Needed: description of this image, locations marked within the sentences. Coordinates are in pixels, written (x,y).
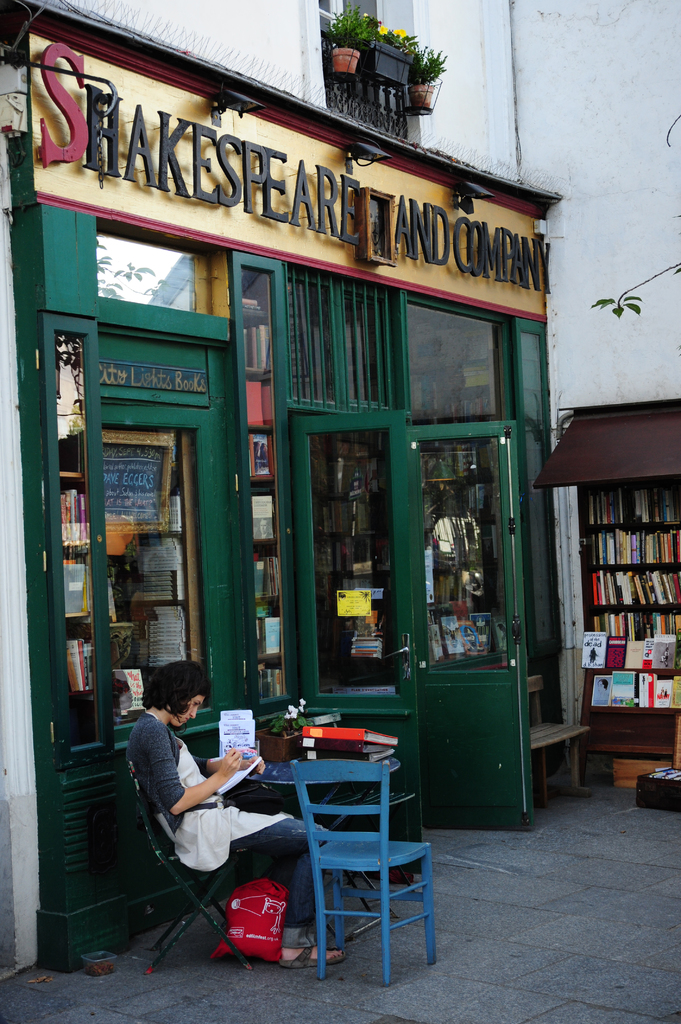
In this image I can see a store (138,314). There is a book rack (644,568). The woman (197,839) is sitting on the chair (193,867). In front of the woman (262,765) there is a table (280,770).
